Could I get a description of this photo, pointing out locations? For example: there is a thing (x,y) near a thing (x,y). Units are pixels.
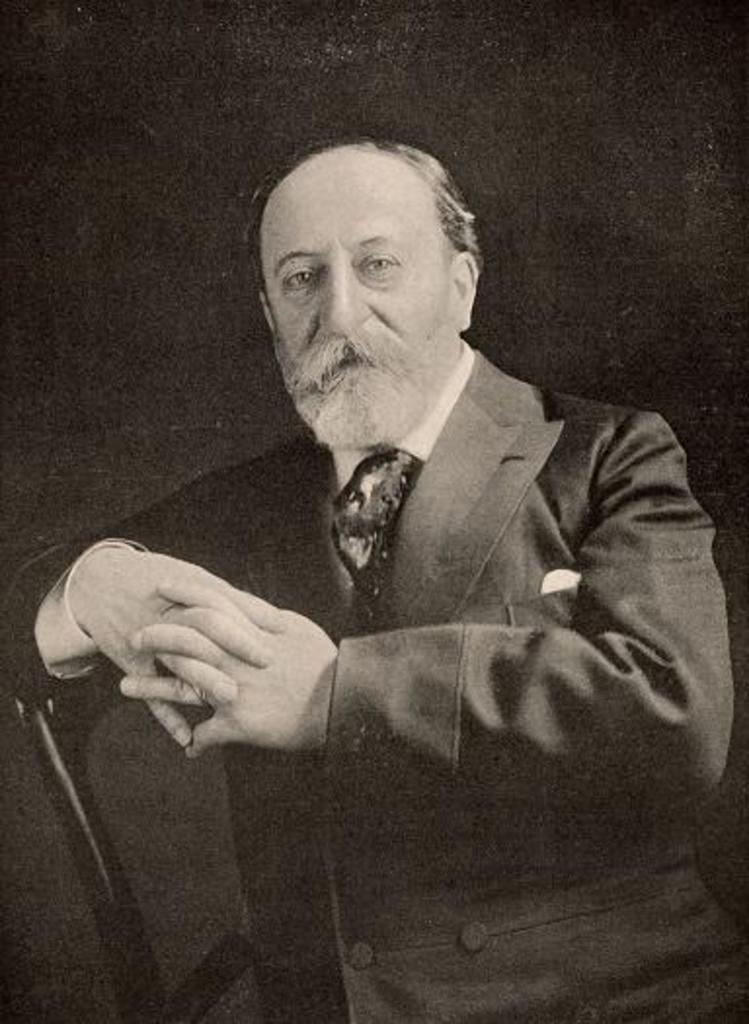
This is a black and white picture. In this picture there is a person (452,467) wearing suit (322,532) and sitting in a chair (137,778).
